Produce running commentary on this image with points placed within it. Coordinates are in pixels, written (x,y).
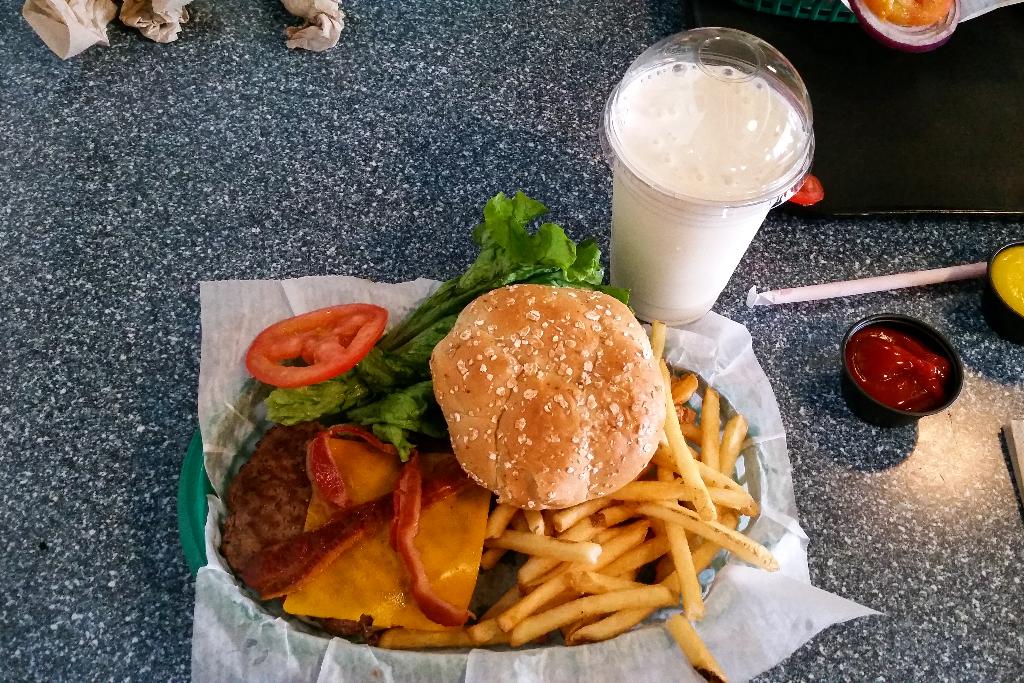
In the foreground of the picture (453,649) there are french fries (633,483), burger (523,395), drink (694,304), sauce (856,382), tomato (383,330) and other food items (400,384) placed on the table (126,623). On the top left (47,24) there are papers (81,26). On the top right (966,186) there is a tray (930,121) and food item (869,17).
